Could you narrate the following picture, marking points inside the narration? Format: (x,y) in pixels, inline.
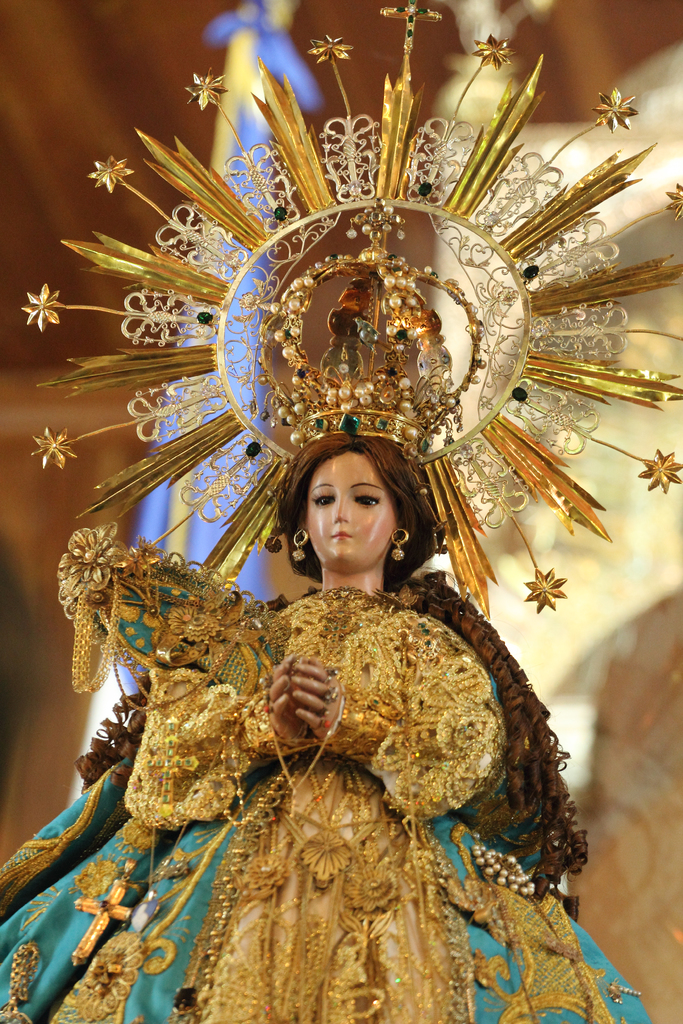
In the foreground of the picture (305,471) there is a sculpture (333,664), on the sculpture (348,461) there is a crown (375,313). The background (22,275) is blurred.
